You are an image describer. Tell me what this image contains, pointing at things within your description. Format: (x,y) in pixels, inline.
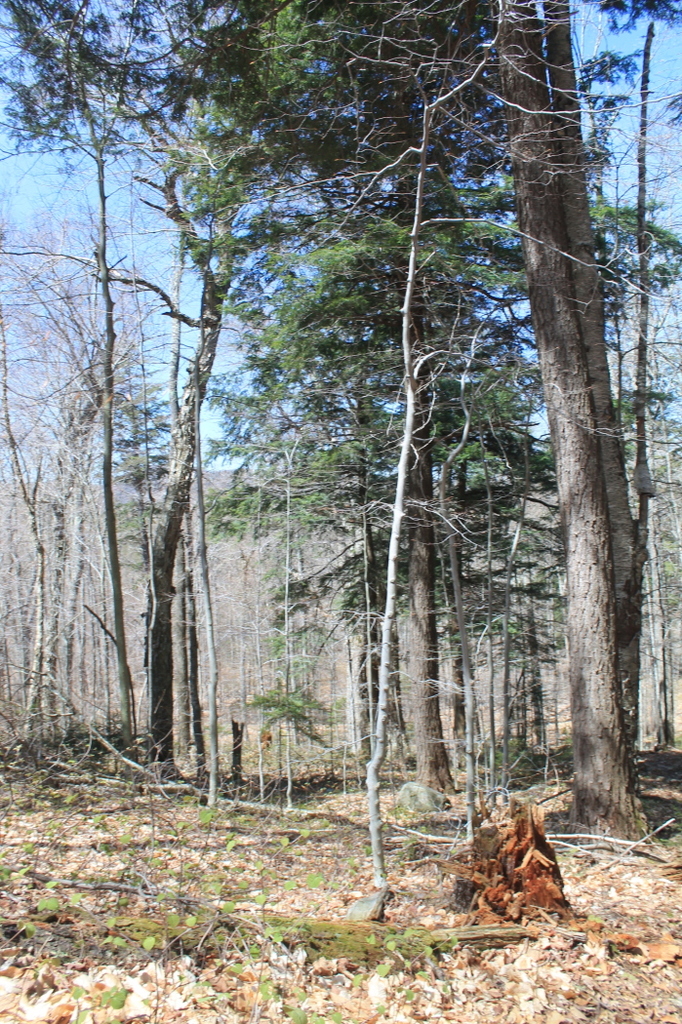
In this image, we can see some dried leaves (237,907) on the ground (668,767), there are some trees (303,488), at the top (381,190) we can see the blue sky (679,180).
